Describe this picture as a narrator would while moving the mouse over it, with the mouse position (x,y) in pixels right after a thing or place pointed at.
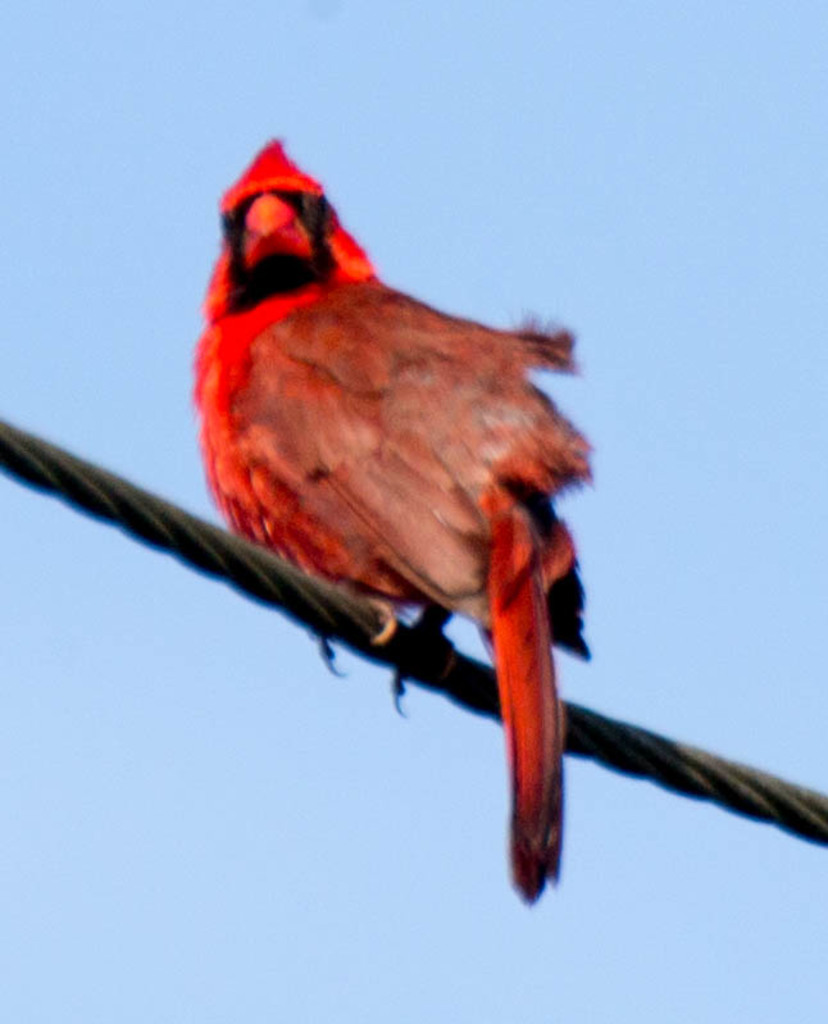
In this image there is a bird (346,408) on the cable (186,548).
